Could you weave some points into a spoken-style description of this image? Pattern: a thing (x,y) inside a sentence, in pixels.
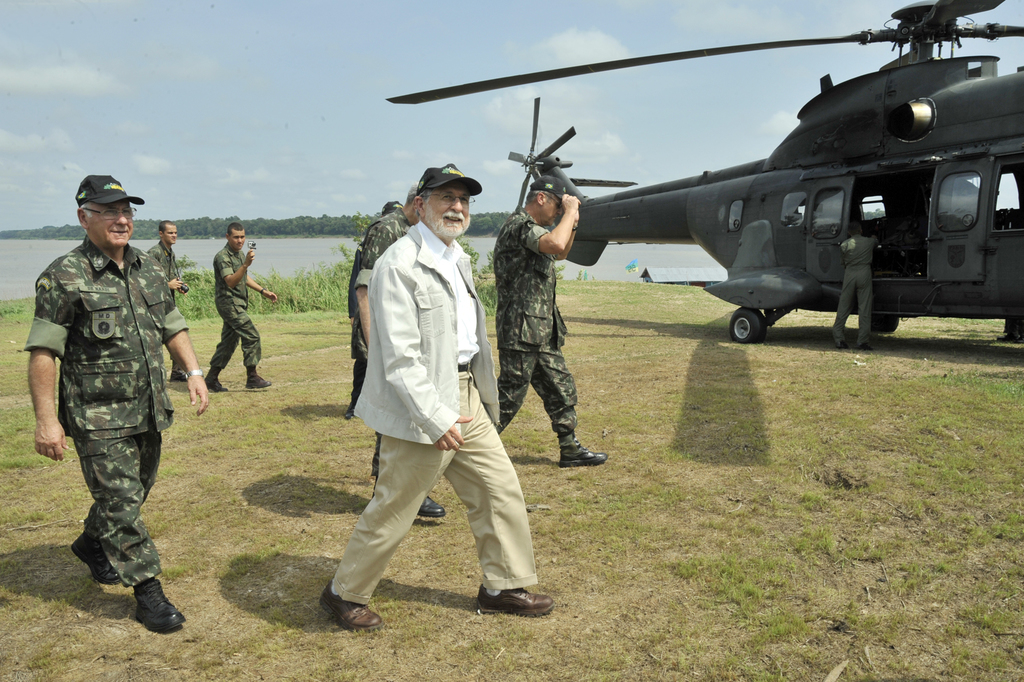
Here in this picture we can see a group of persons (153,334) walking on the ground (287,415), which is fully covered with grass (684,404) over there and in the front of them we can see a helicopter (834,218) present and we can see plants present and we can see water (18,288) present all over there and we can see clouds (607,125) in the sky (607,125).
